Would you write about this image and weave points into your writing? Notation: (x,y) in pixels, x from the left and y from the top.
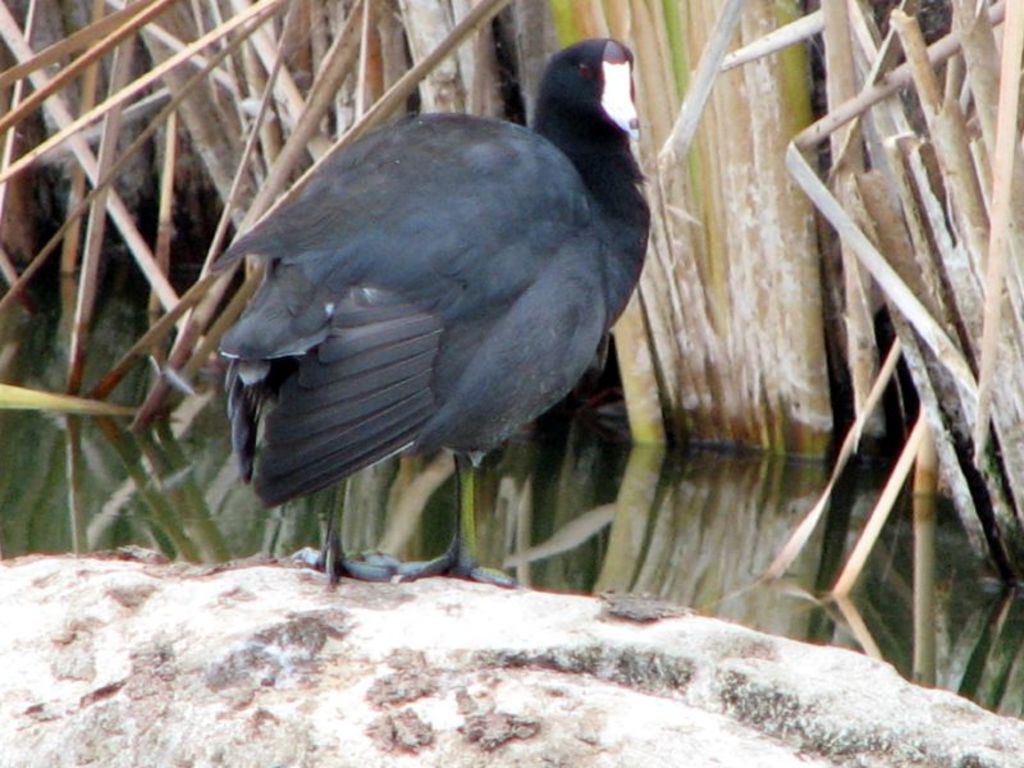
In this picture we can see a black bird (297,365) on an object (226,584). Behind the bird (322,353), there is water (127,466) and grass (747,121).
